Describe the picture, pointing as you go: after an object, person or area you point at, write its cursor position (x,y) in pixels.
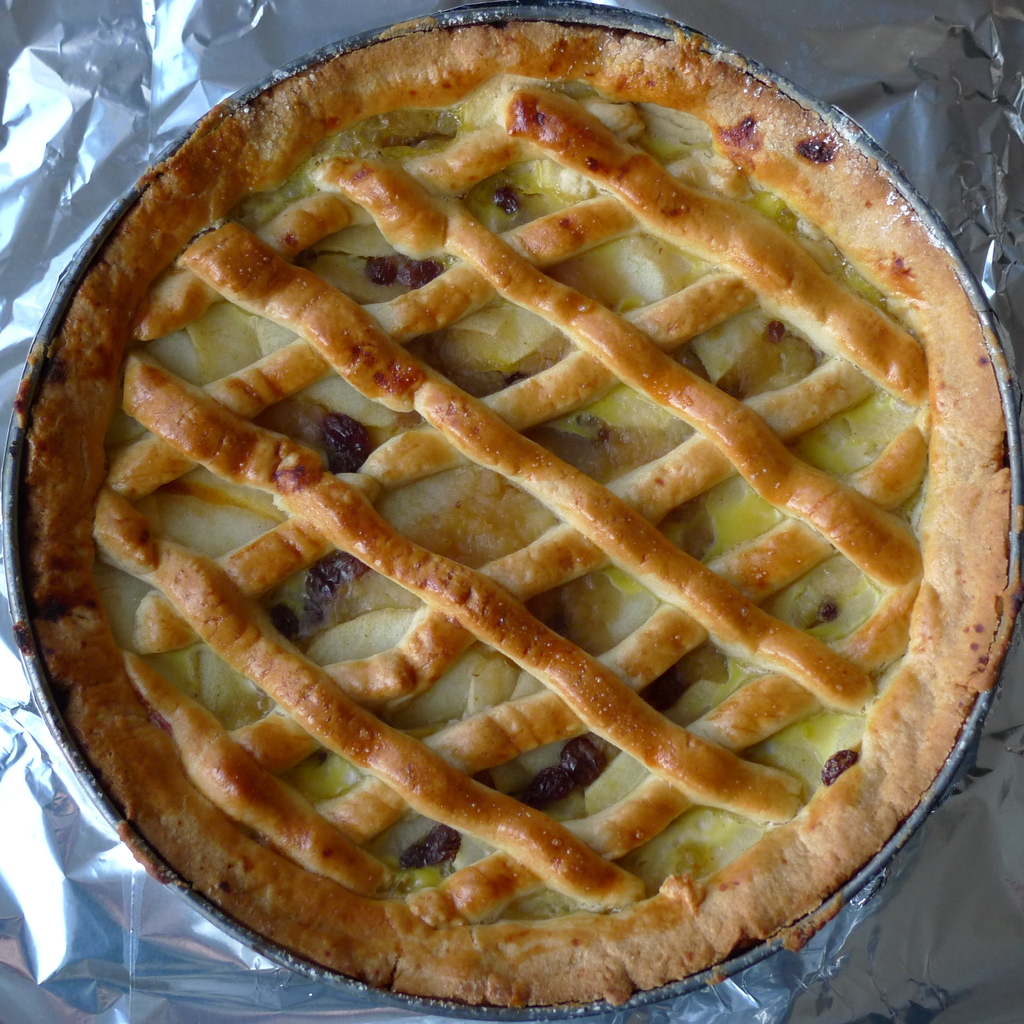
In this image I can see a pie (318,283) on the plate (255,88). Under the plate (438,1013) I can see an aluminium foil (59,108).
